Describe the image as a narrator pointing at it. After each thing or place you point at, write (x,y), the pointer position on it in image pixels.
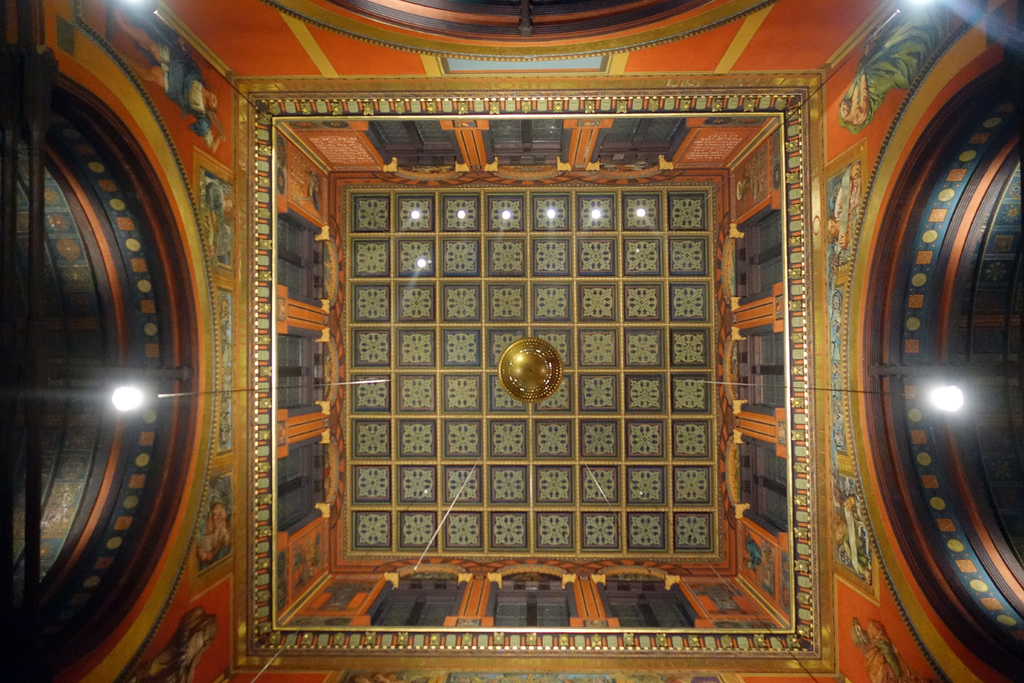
This picture shows designer ceiling (324,136) of a building (841,416) and we see few lights (120,405) hanging.
